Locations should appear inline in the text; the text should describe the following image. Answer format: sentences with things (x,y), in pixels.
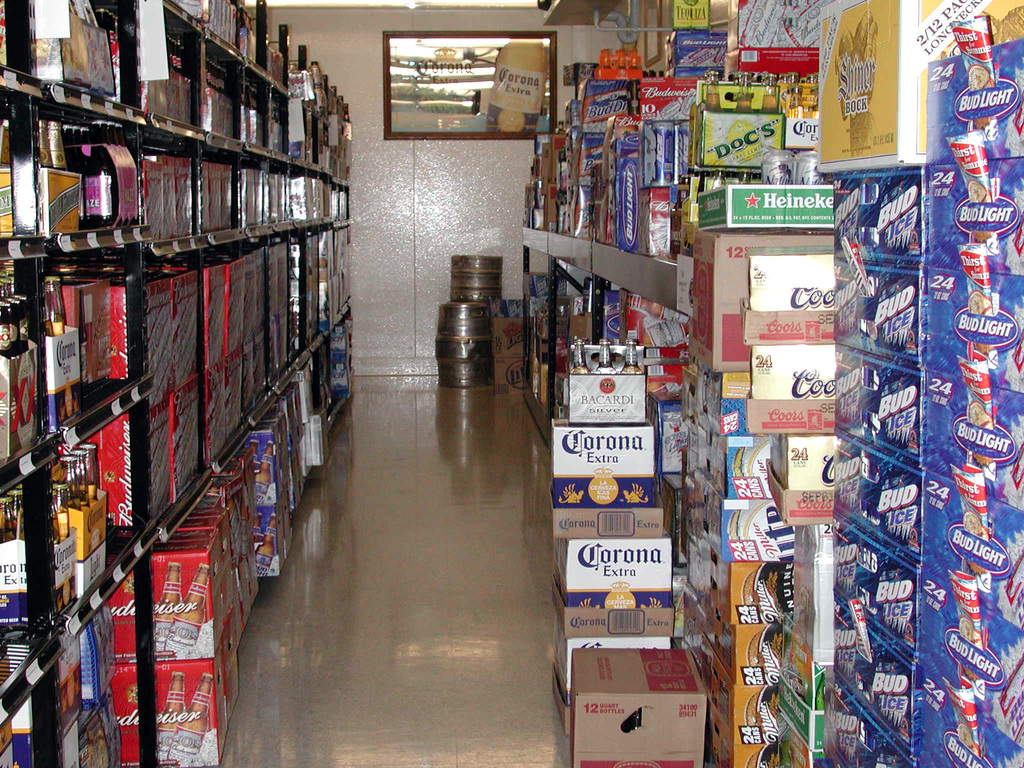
In this image I can see many colorful objects (211,398) in the rack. To the side I can see the cardboard boxes (564,690). In the background (454,368) I can see the containers (455,272) and frames (427,134) to the wall (412,277).
